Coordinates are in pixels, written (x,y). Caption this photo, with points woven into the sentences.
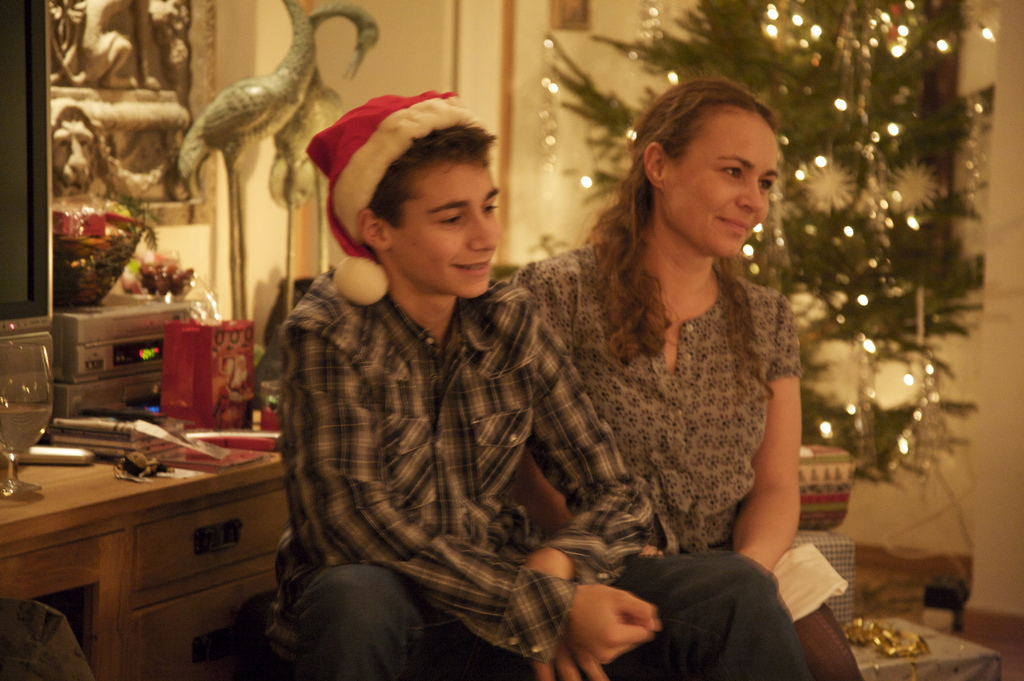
There is a man (587,435) and woman (651,424) here and man (402,186) is wearing cap (406,142) on his head (454,227). Behind them there is a table (99,492), TV (11,183), wall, sculptures (225,113), Christmas tree (901,467).
